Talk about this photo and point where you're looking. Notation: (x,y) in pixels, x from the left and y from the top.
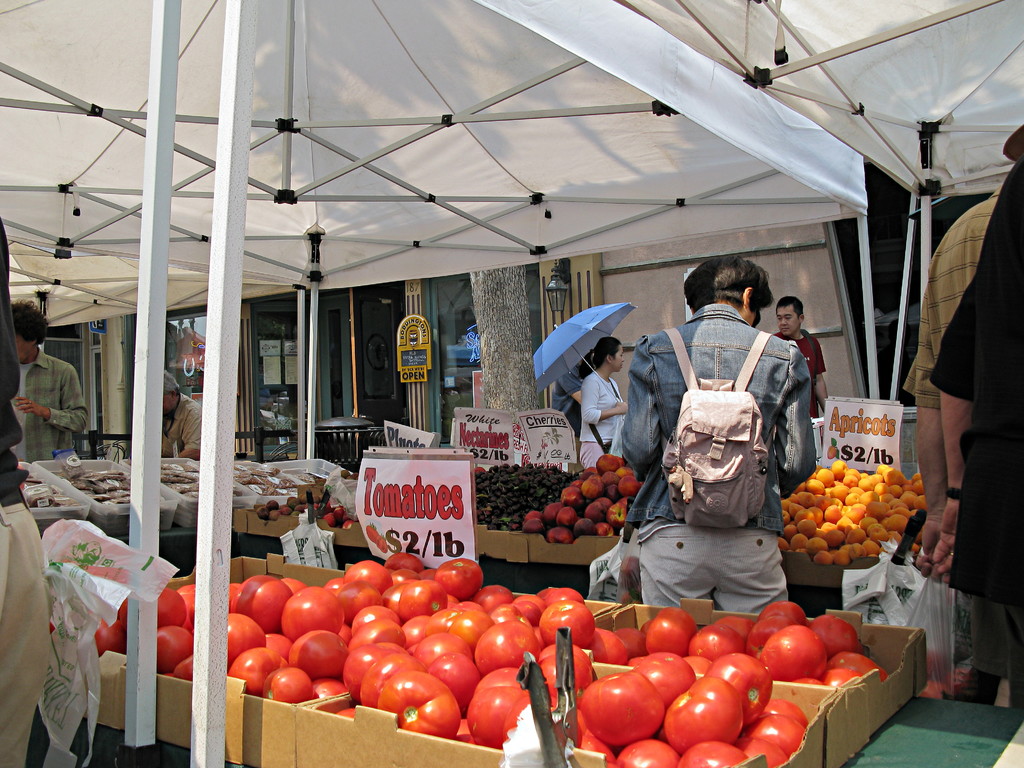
In this image we can see some people (657,420) standing on the ground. One woman (594,415) is holding an umbrella (589,334) in her hand (623,411). One person (760,369) is wearing a bag (739,446). In the foreground (676,617) we can see some vegetables (720,664) placed on the surface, we can also see some boards (430,524) with text (391,536). In the background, we can see glass doors (464,370), railing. At the top of the image (303,33) we can see some tents (453,87) with poles (839,49).
